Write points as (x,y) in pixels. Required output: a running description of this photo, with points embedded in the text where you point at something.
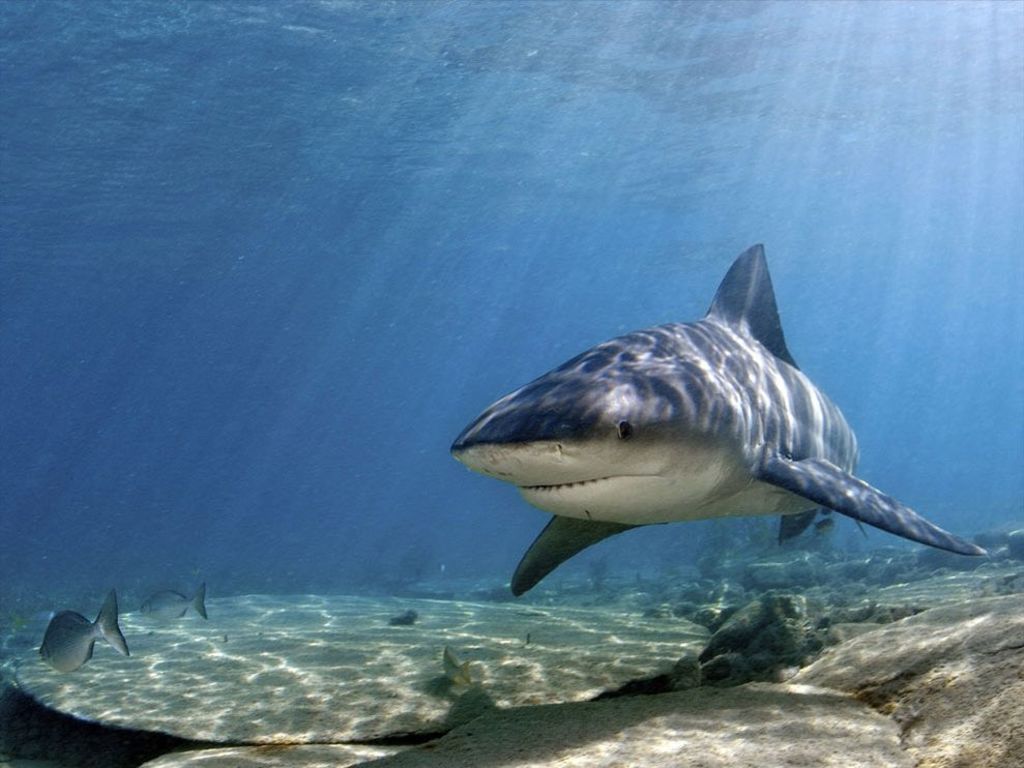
In this picture, we see a shark (617,457) and the fishes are swimming in the water (446,458). At the bottom (630,700), we see the sand (741,707) and the stones (739,699). In the background (451,373), we see water (384,254) and this water (555,281) might be in the sea (693,282).
